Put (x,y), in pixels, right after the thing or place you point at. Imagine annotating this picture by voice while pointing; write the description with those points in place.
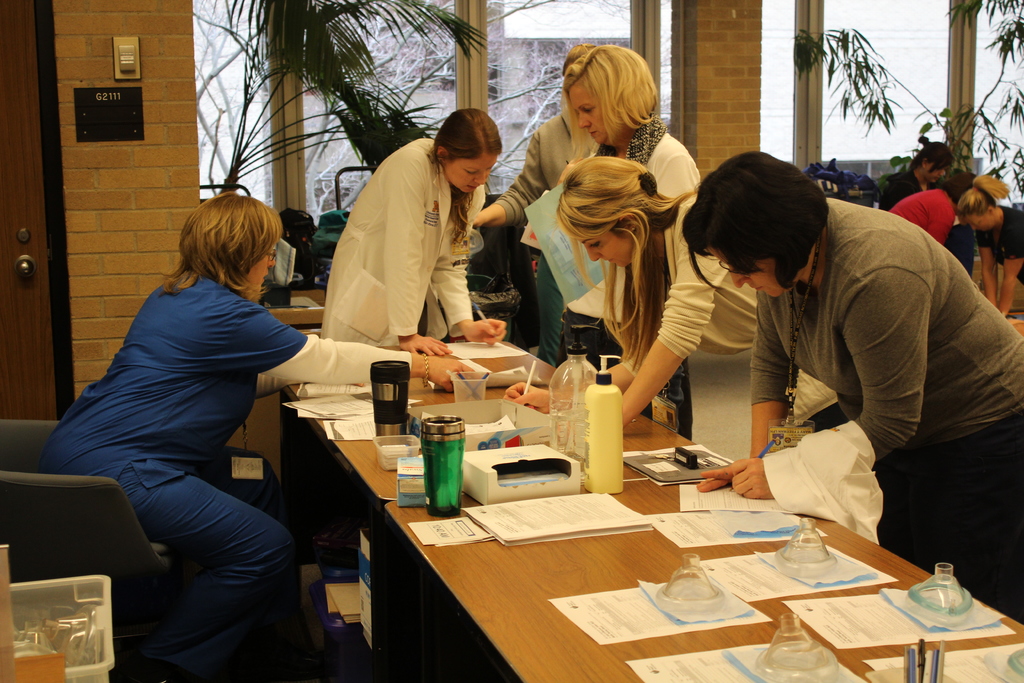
It is a closed room (567,460) in which people (656,340) are standing in front of desk (404,509) and at the left corner (203,362) one woman (211,506) is sitting on the chair (86,500) and wearing blue dress (205,454) and on the table (632,498) there are papers (641,626), books (628,513), bottles (567,427) present and behind the people (452,215) there are big glass windows (341,150) and some plants (243,134) are placed in the room (268,182).
